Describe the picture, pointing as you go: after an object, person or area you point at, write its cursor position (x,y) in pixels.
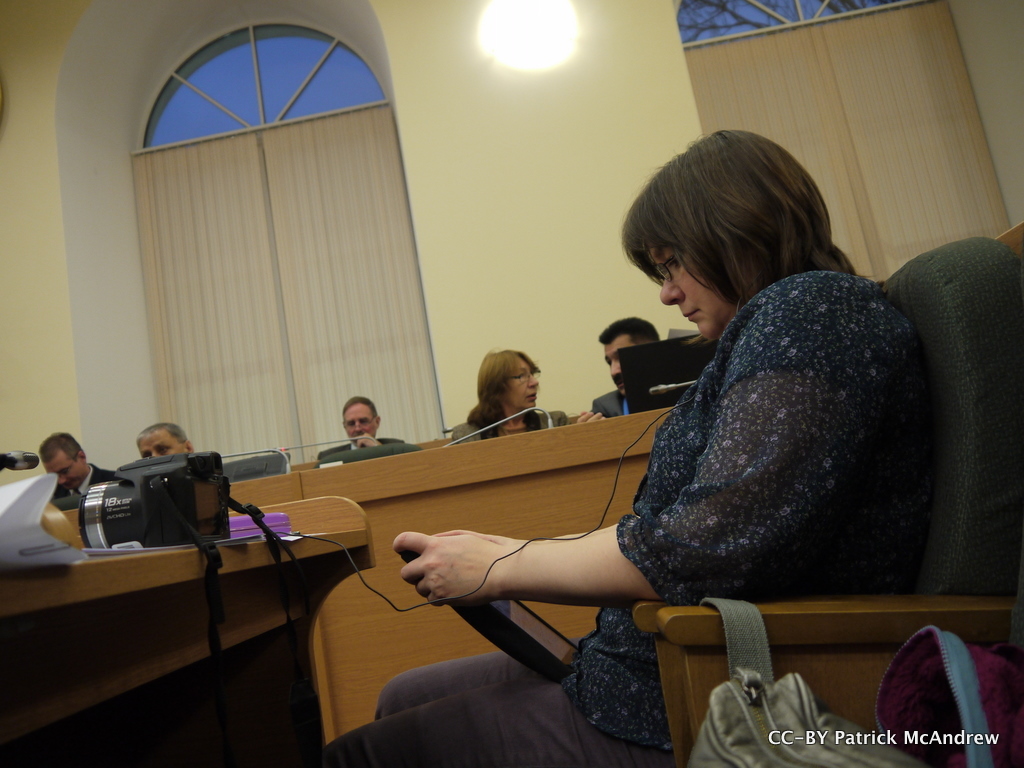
In the picture I can see a woman (735,332) sitting on the wooden chair (836,660) and she is holding an electronic device (555,657) in her hands (464,563). I can see the bags (937,702) on the bottom right side (905,677). There is a wooden table (123,613) on the left side (101,648) and I can see a camera (162,512) on the wooden table (159,553). In the background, I can see a few persons (74,493) and they are having a conversation. In the background (327,439), I can see the window blinds (405,210) and glass windows (298,109).
